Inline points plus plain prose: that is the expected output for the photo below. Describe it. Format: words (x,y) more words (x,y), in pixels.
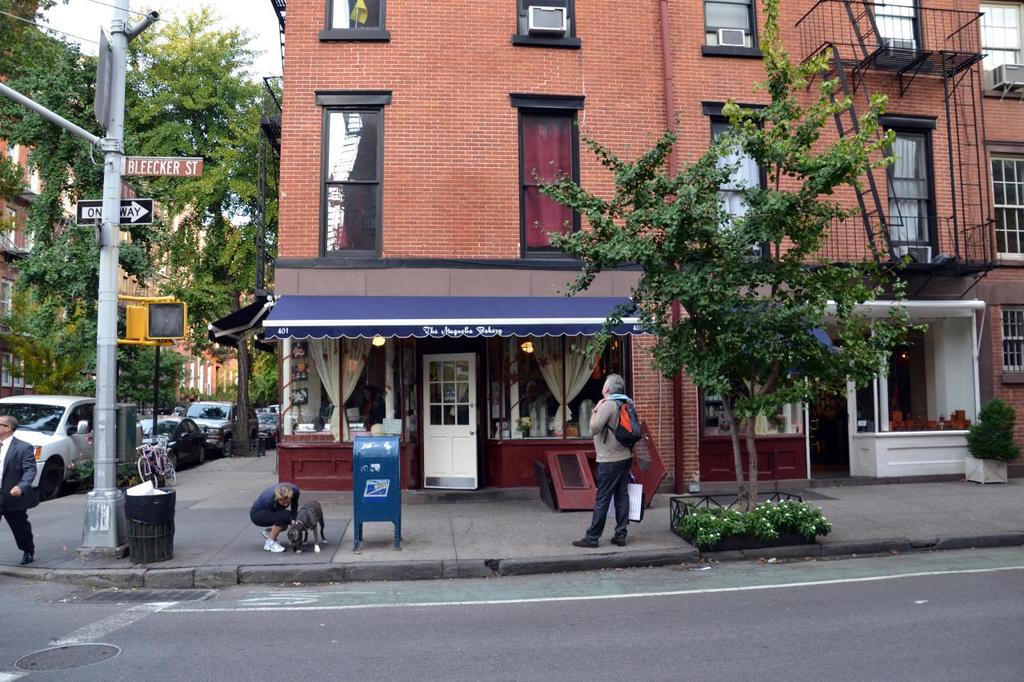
In this picture there is a building (354,64) in the center of the image (380,395), on which there are windows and there are cars (53,447) on the left side of the image (177,430), there is a sign pole (107,442) on the left side of the image (146,309), there are people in the image, there is a stall (491,315) in the center of the image (514,343) and there are dustbins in the image, there are ladders (866,166) at the top side of the image (872,194) and there are trees (866,166) and other buildings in the image.
